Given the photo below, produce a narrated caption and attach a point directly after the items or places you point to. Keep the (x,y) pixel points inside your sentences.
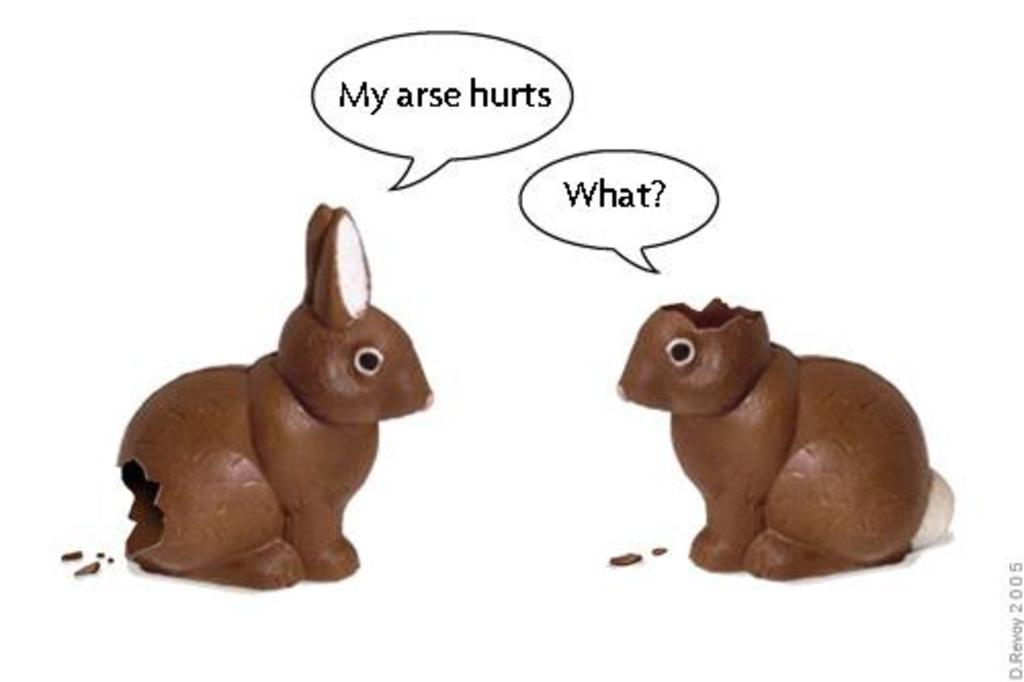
Here in this picture we can see chocolate rabbits (298,505) present over there and we can see some thoughts (463,120) of them also written above them.
